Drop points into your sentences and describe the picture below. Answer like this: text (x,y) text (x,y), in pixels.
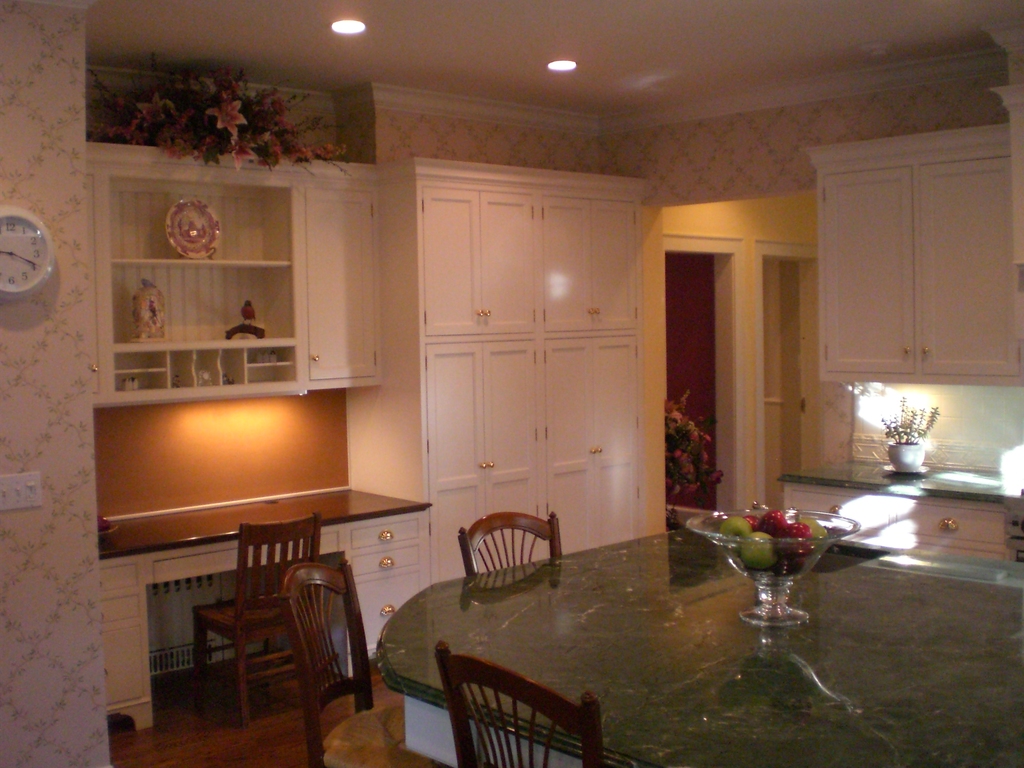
In the picture I can see chairs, a table (663,651) which has fruits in a glass object (778,607), cupboards (558,508), lights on the ceiling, flower pots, a clock (19,252) attached to the wall (51,344) and some other objects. This is an inside view of a room (14,687).
